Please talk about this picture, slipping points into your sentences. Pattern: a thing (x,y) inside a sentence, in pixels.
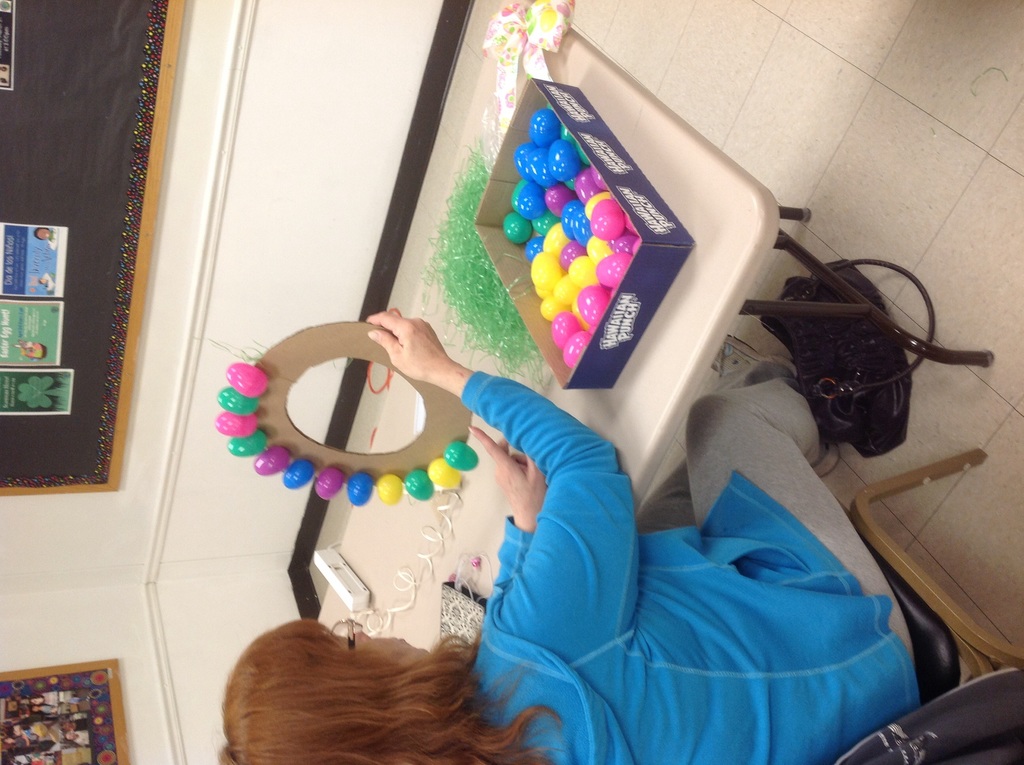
In this picture there is a woman (731,593) who is sitting on the chair (942,670). She is wearing spectacle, hoodie (772,678), trouser (765,434) and shoe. She is sitting near to the table (709,224). On the table (519,88) we can see plastic eggs (584,206), cardboard box (576,133), plastic ropes (480,241) and other objects (319,564). She is holding round cardboard (349,472). Beside the leg (808,438) there is a black bag (827,368). On the left (2,287) we can see some posters (53,320) on this board (108,345). In the bottom left corner (78,728) we can see many objects (78,720) on this board (96,680) which is attached on the wall (57,628).
